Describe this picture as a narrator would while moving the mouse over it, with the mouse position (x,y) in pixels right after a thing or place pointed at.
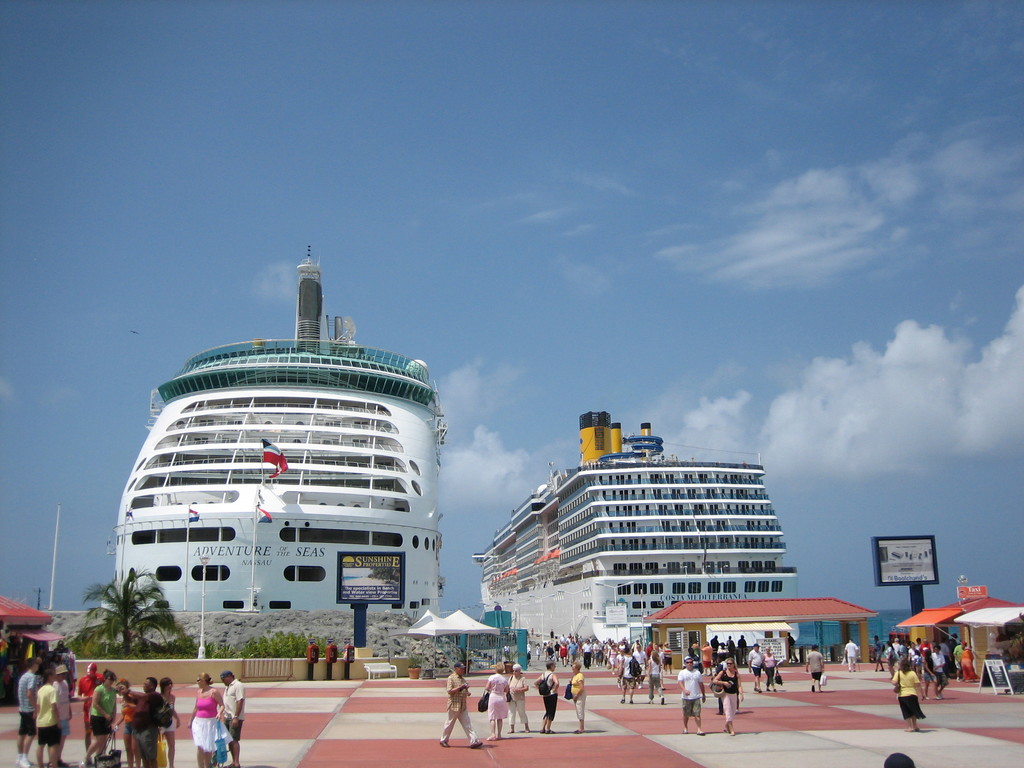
In this image I can see two ships (261,490) which are white, green and yellow in color in the water (893,614) and I can see the ground (706,734) and number of people (618,670) standing on the ground (289,710), few trees (274,647), few tents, two boards (358,579) and in the background (643,208) I can see the sky (676,262).
